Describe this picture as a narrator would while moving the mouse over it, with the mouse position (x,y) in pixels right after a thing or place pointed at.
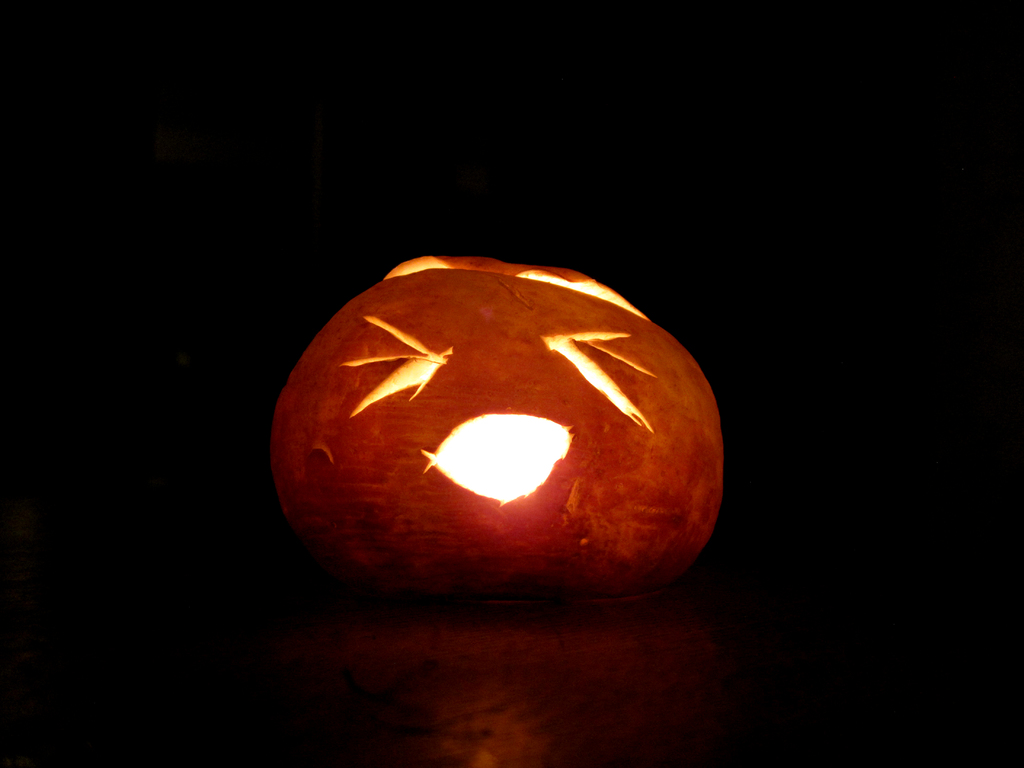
In the center of the image (500,317), we can see a halloween pumpkin (409,487) and the background (124,376) is dark.
